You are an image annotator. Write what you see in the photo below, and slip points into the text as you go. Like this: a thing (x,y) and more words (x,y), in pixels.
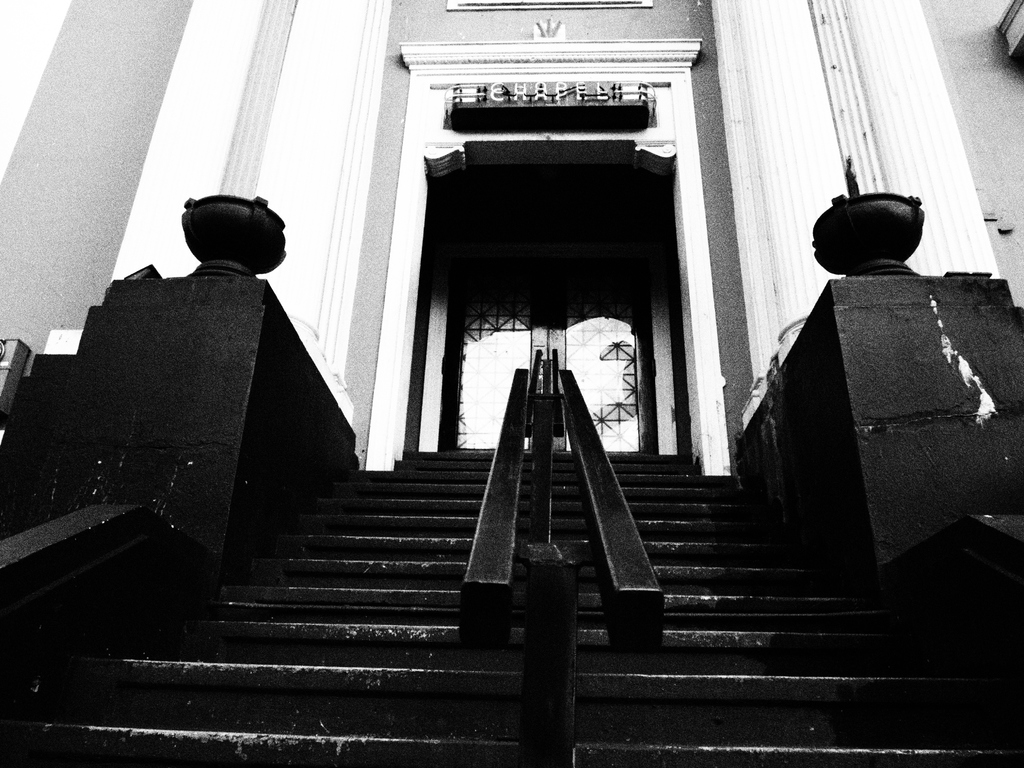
This is a black and white image. In this image we can see staircase (396,485), railings (530,570), walls (271,188), name board (541,120) and a door (470,325).
